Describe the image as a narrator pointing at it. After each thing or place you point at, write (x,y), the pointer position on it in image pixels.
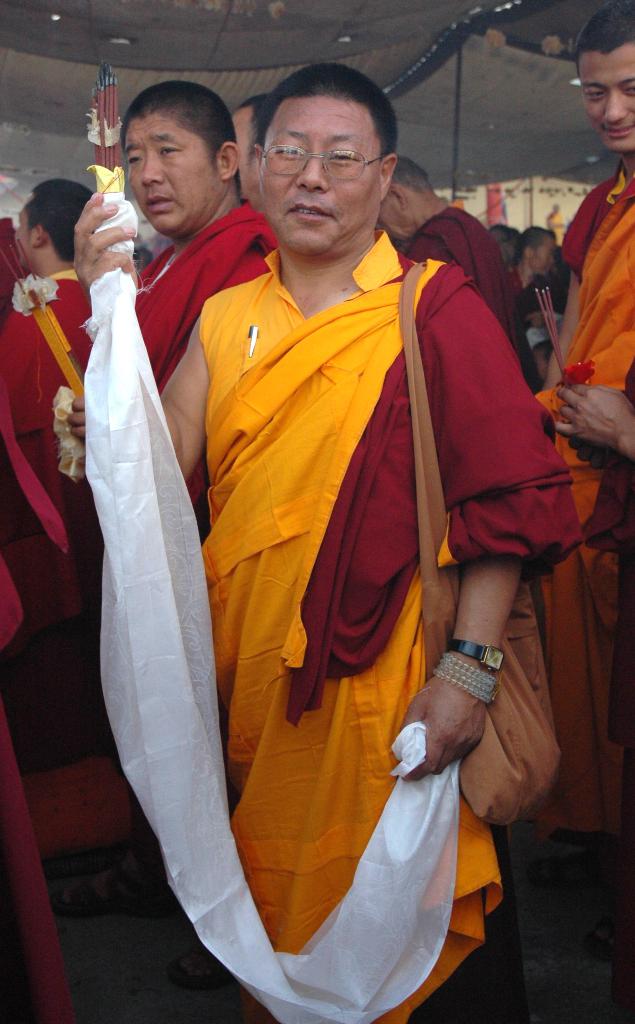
In this image we can see some people (483,610) standing, a person (480,625) is holding a cloth (173,566) and wearing a handbag (516,619) and a person (556,374) holding some object (566,368) in his hands (600,407).
